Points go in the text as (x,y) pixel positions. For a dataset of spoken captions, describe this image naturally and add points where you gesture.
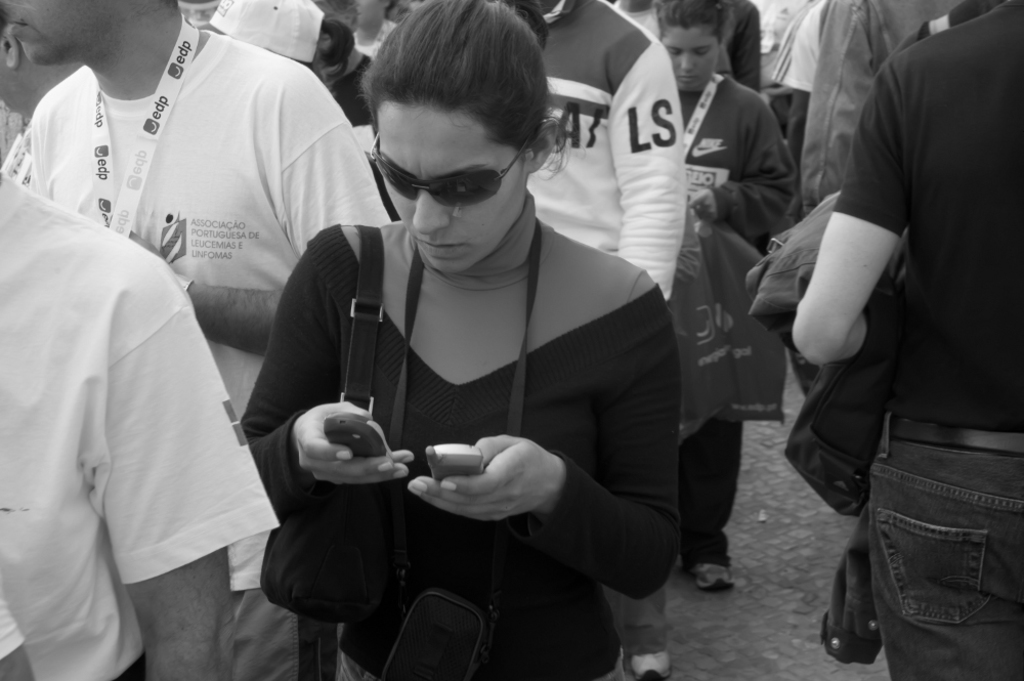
It is a black and white image, there are few people (269,202) and there is a woman (375,386) in the foreground (368,393), she is operating mobile phones (439,471).
